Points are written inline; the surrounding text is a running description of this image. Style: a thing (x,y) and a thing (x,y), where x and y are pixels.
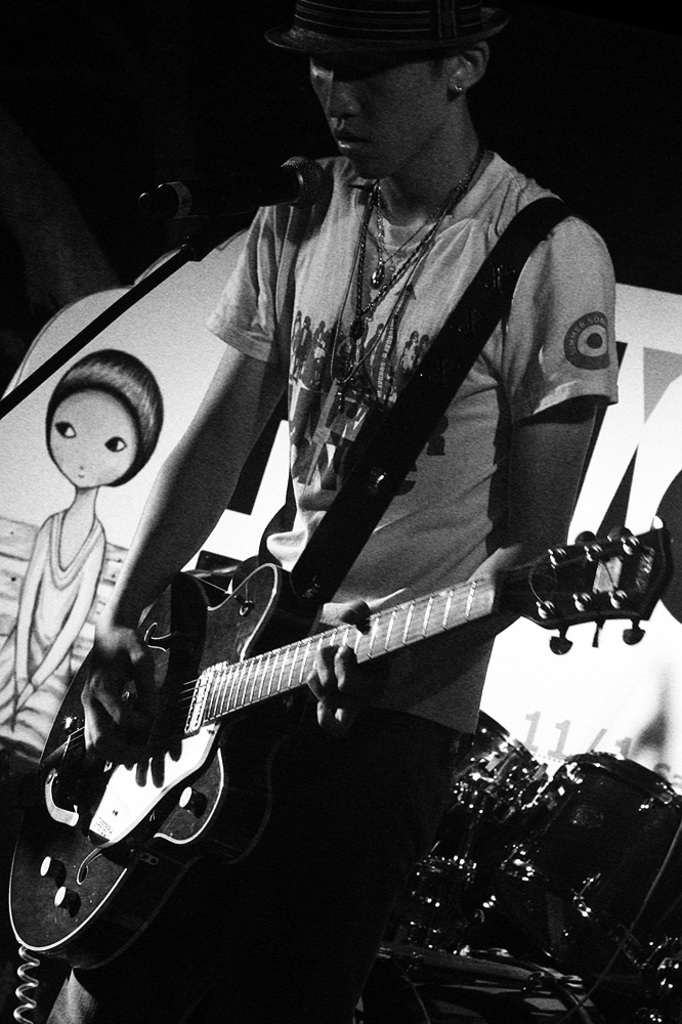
There is a man (498,416) standing on stage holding guitar (38,774) in front of microphone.
